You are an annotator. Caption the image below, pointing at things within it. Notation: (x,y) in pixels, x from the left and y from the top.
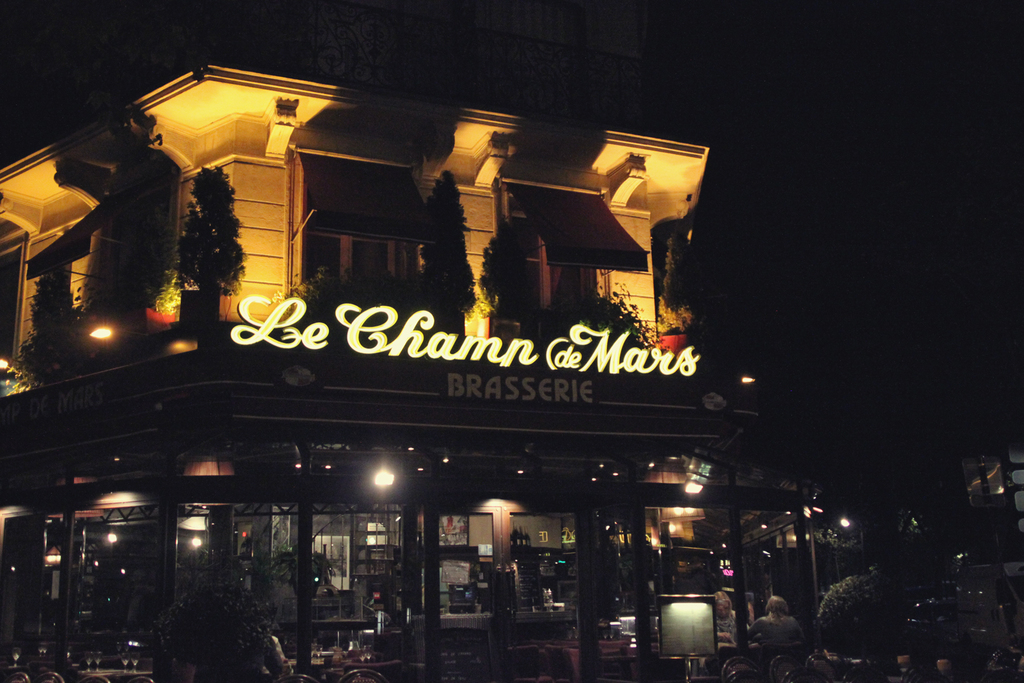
In this image I can see it looks like a restaurant (560,565) and there are lights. In the middle (637,369) there is a name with lights (419,318) and there are plants (437,271) on this building (643,381). At the top (872,113) it is the sky (852,171) in the nighttime.
